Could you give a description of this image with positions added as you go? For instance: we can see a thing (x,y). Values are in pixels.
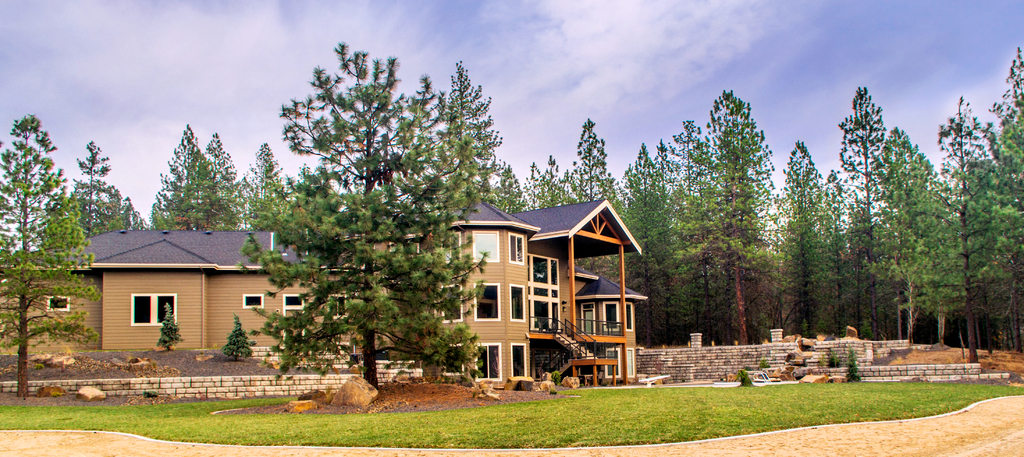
In this image I can see in the middle (434,230) there is a beautiful house (553,332) and there are trees (816,210). At the top (649,50) it is the cloudy sky (612,91).
